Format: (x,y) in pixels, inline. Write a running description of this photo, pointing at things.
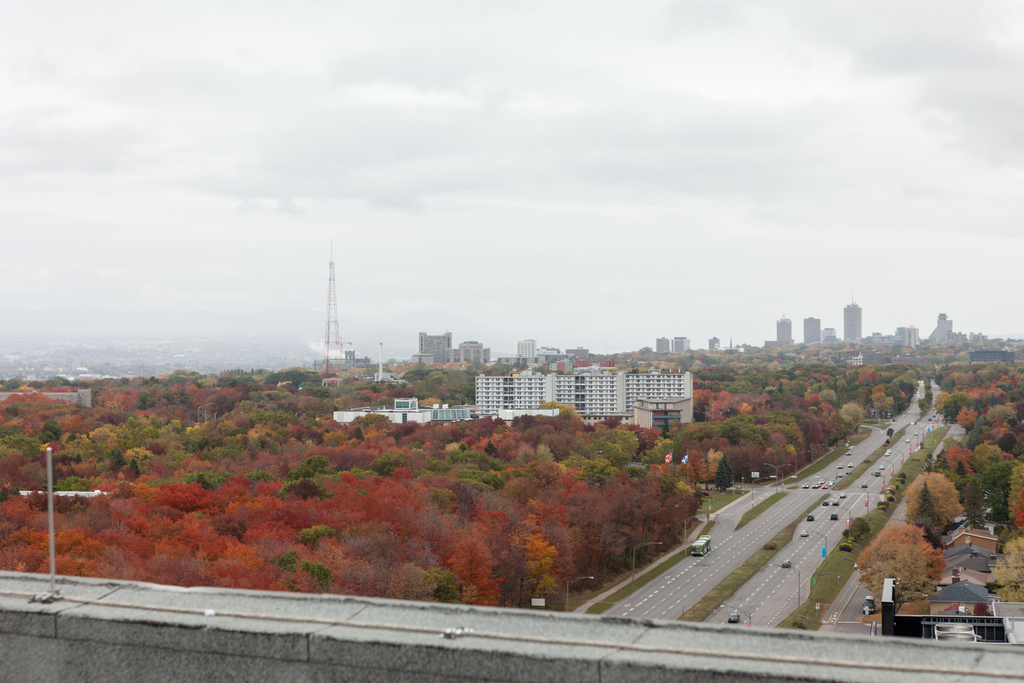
In this image we can see trees (659,518), vehicles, road (721,549), street lights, houses (961,540), building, tower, sky (645,266) and clouds (477,145).
